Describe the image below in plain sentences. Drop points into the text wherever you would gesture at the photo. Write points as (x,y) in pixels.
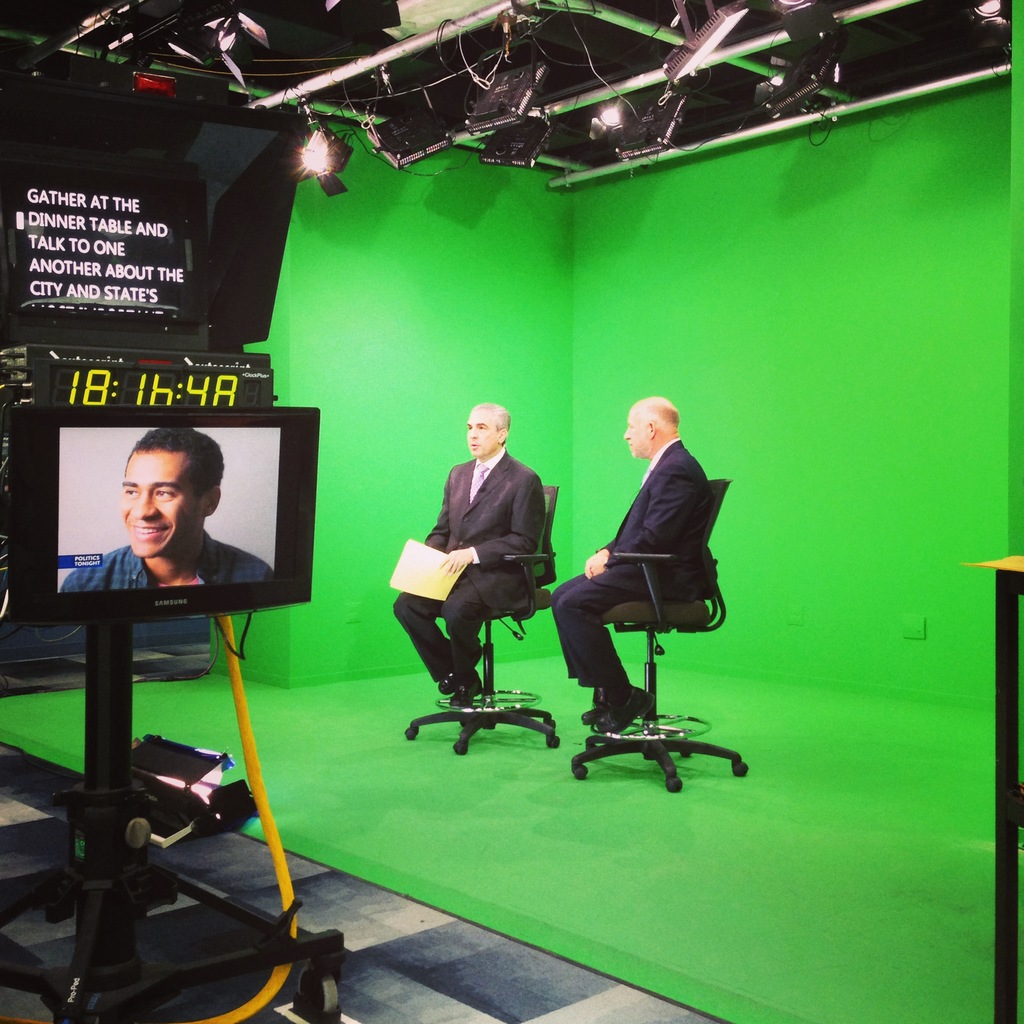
In this picture we can see two men (627,528) wearing a black suit (627,581) sitting on the chairs (650,727) for the media interview. Behind we can see a green background (675,299). On the left bottom side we can see a television screen (178,539).
